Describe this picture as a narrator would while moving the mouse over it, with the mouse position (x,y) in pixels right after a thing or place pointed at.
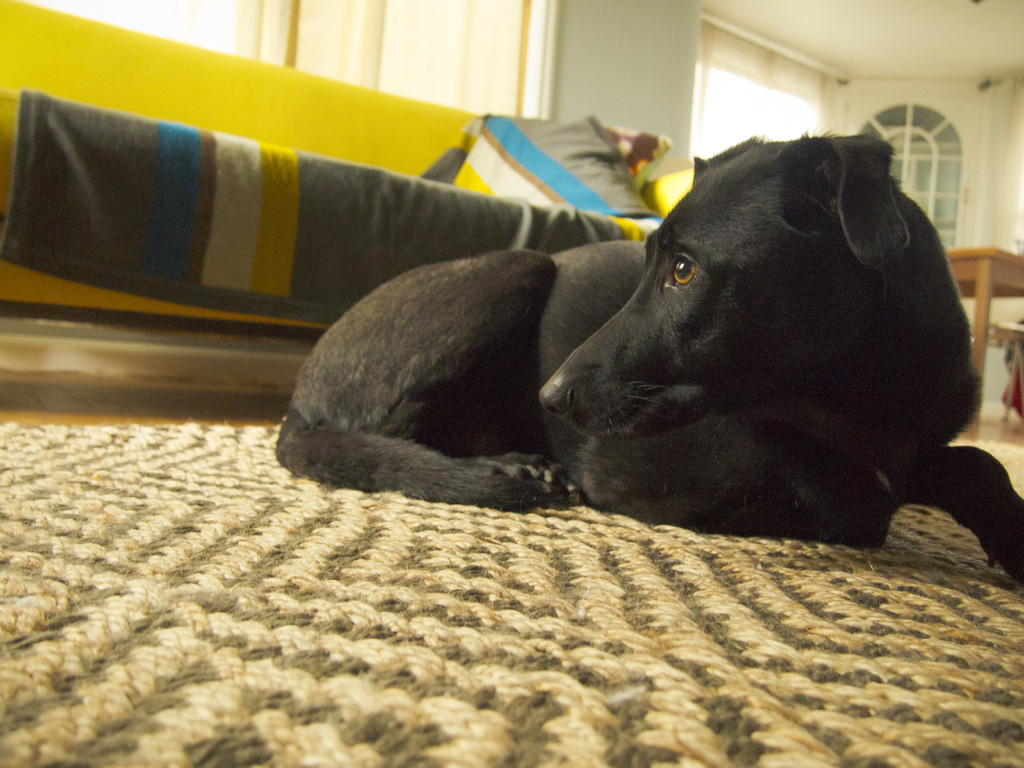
In the image there is a black dog (598,411) laying on the mat floor (249,600) with a sofa (373,153) behind it with a table (999,276) on the right side (1009,260), in the back (921,121) there is a door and a window (429,47) on the wall (643,49).
